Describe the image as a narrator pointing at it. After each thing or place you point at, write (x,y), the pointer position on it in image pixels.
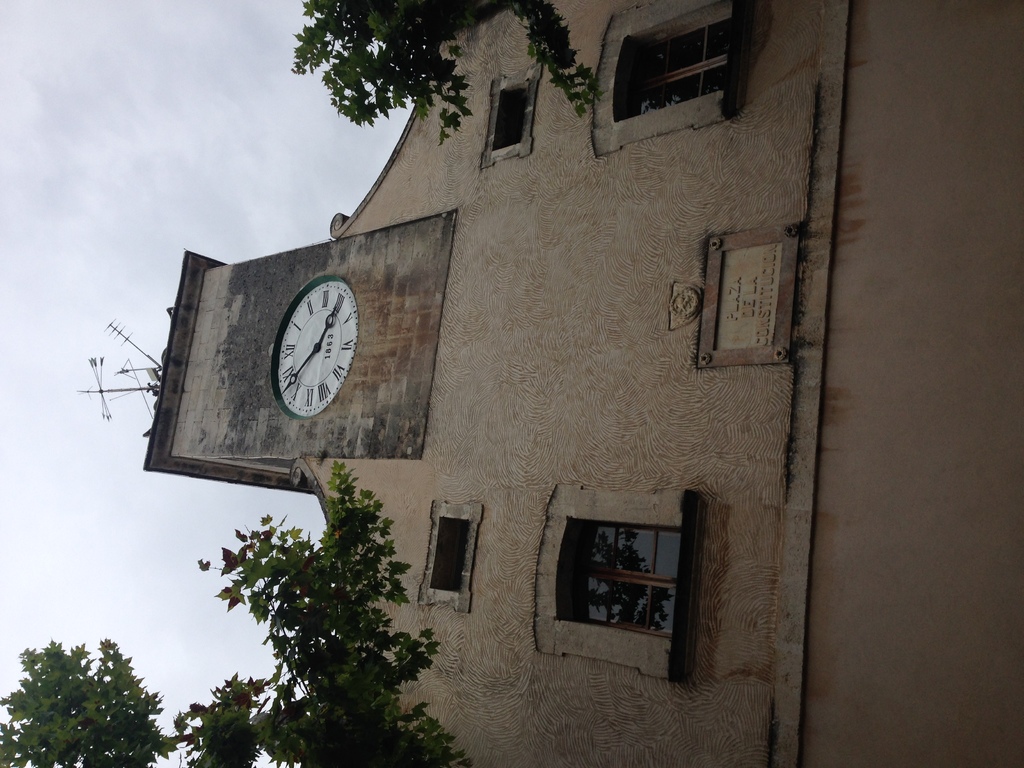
In this image there is a building (566,418). A clock (311,354) is attached to the wall (738,381) having windows (704,42). Before it there are branches (364,704) having leaves (371,35). Left side (176,119) there is sky (8,245).
